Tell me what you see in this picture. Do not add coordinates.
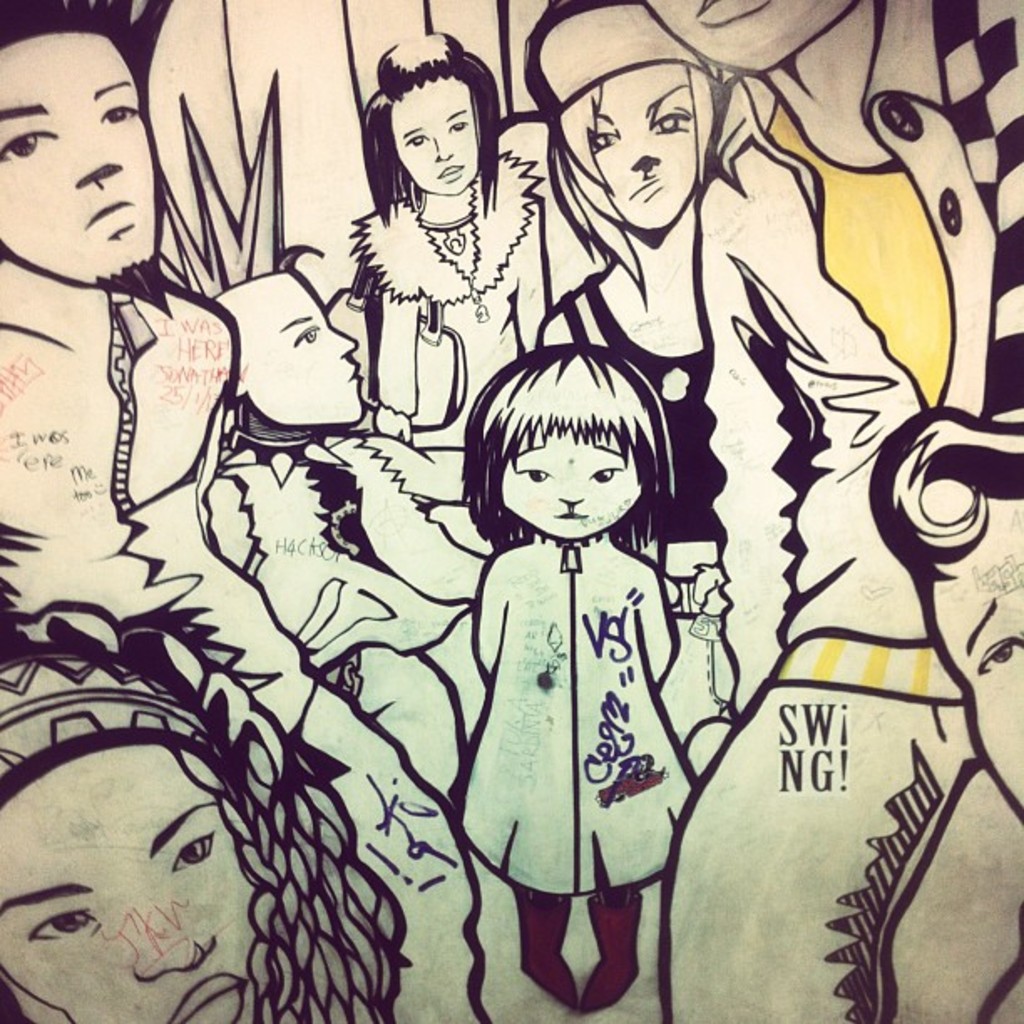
In this image I can see depiction of picture. I can also see color of this image is black and white with yellow and red.
